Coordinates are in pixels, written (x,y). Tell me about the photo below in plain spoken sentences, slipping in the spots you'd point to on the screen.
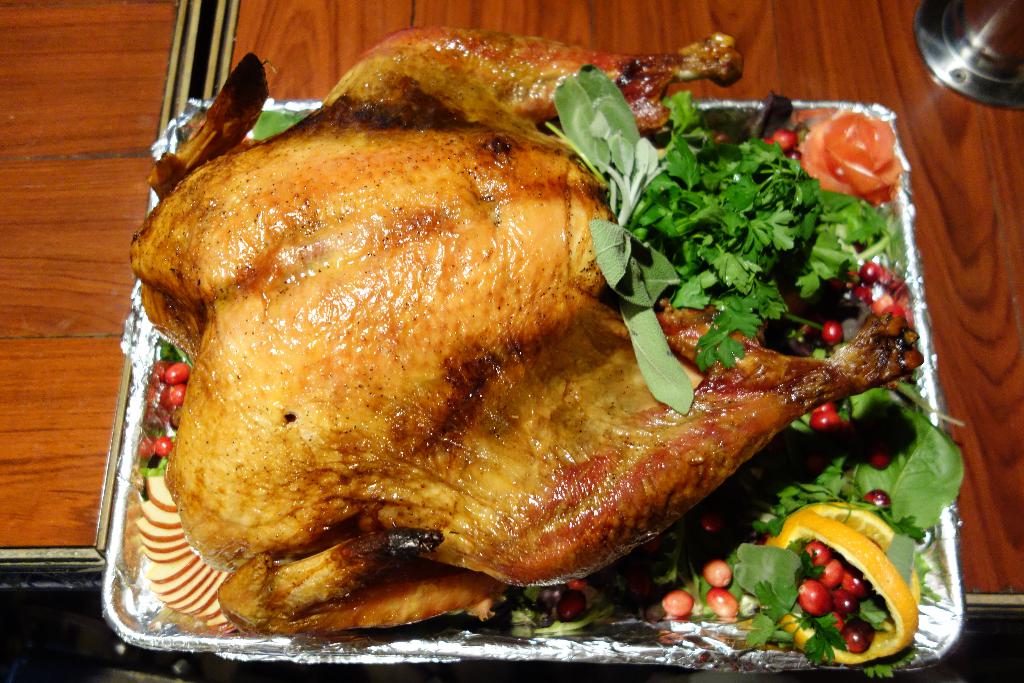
In this image there is turkey (471,301) with salad (800,554) and some other food items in a tray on the table (47,559).
